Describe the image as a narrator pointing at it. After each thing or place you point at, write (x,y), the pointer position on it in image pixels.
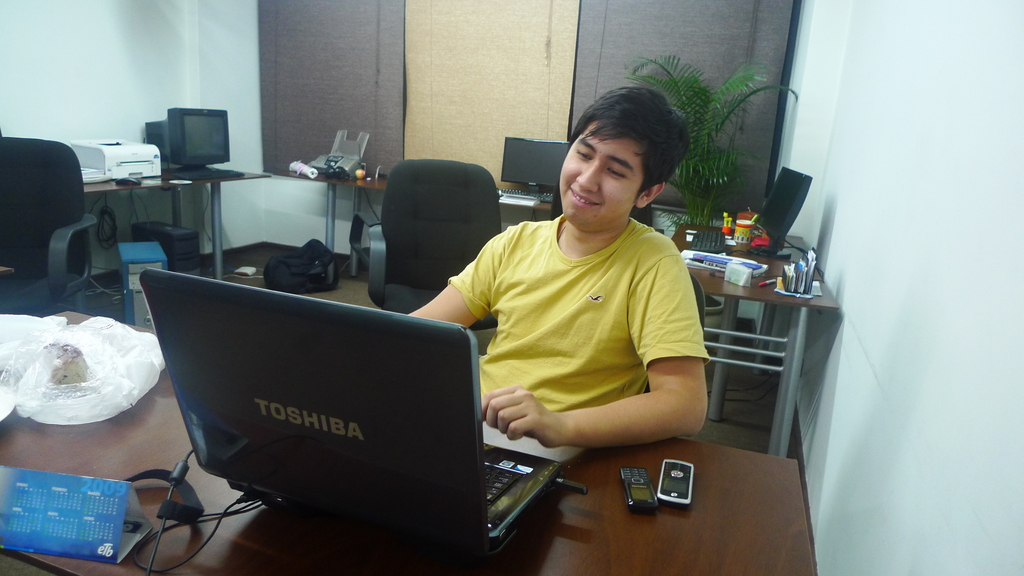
In this image we can see a man (569,268) sitting on the chair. On the table (575,471) there is a laptop (289,375), mobile (630,487) and a cover (96,369). At the background (159,241) we can see a CPU (172,250), bag (293,264) on the floor (339,268). On the table (826,305) there are book holder (800,285), pen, cup (740,239) and there is a wall (81,33).
